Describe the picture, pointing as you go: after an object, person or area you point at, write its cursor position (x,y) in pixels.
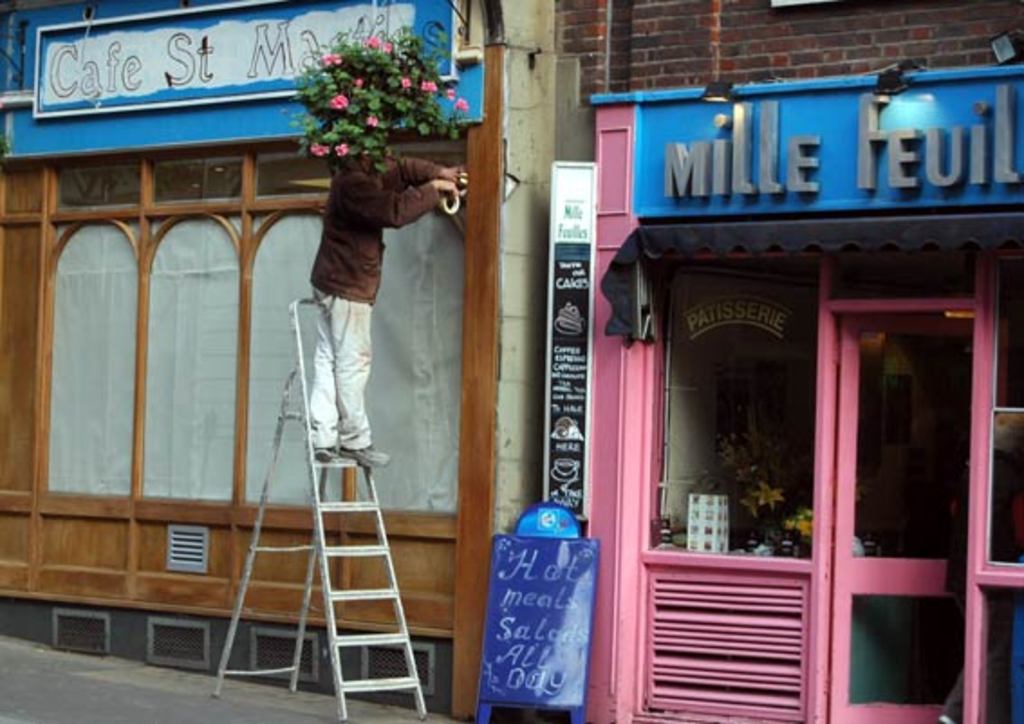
In the middle of the image (345,418) there is a ladder (374,548), on the ladder (362,544) a man (349,355) is standing. Behind him there are some buildings (291,127) and there is a plant (424,114) and flowers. Bottom of the image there is a banner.
